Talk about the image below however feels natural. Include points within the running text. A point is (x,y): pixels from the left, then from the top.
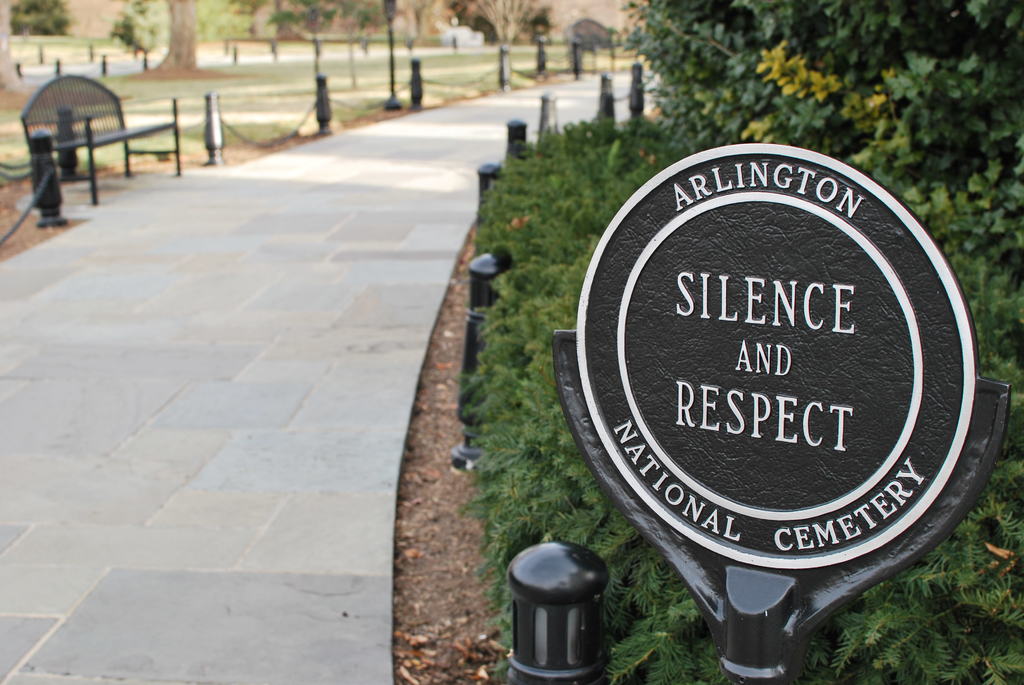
In this picture I can see a path (75,478) in between the trees (747,32) and grass (118,146) and also I can see a board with some text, a bench (90,133) is placed beside the path (62,498).
